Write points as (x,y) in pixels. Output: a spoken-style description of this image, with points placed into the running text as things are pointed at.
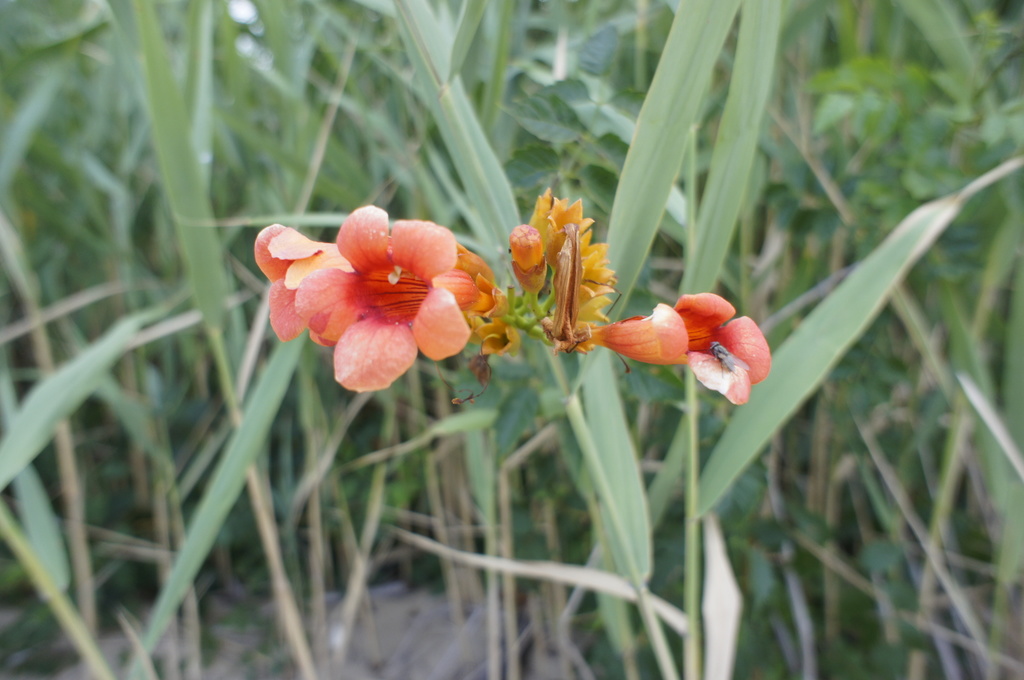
In this picture we can see flowers (488,310) here, in the background (813,269) there are some plants (626,144).
